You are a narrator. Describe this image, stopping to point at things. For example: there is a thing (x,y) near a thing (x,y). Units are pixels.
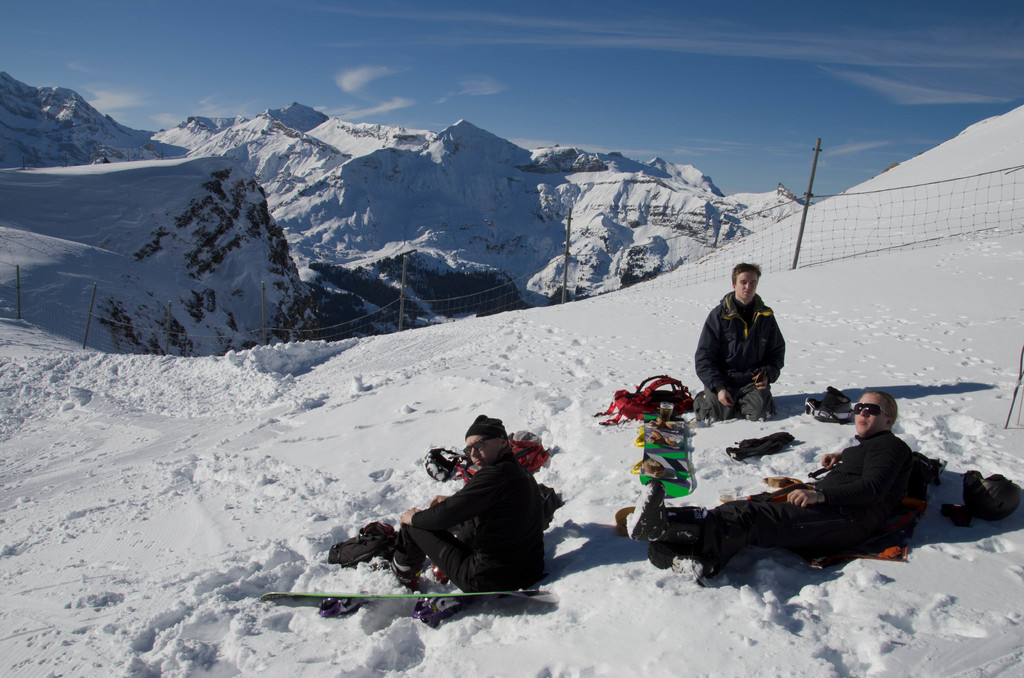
In this image we can see people (527,494) sitting on the snow (601,583) and there are ski boards (691,487). In the background (479,220) there are hills (580,193), fence (722,241) and sky (714,48). There is snow (152,505).
